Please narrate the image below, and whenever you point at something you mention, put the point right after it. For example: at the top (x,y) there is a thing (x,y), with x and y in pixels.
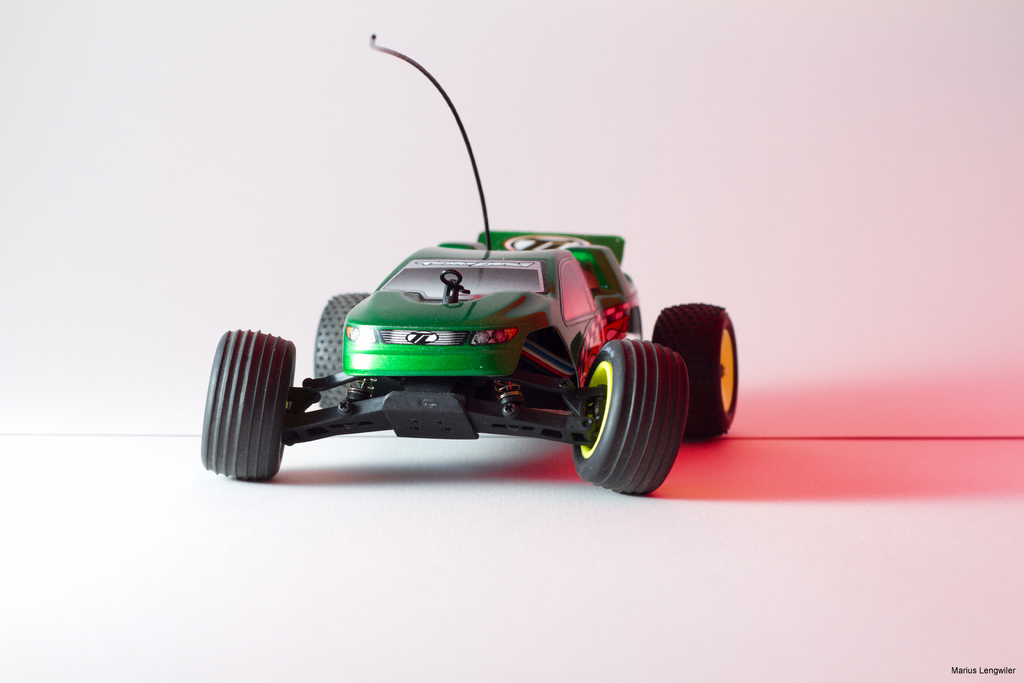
This is a toy car (451,333) which is green in color. It has four tyres (321,353). The toy car (568,393) is placed on the floor (506,503). From this car (509,321) there is a wire (470,142). Behind this toy car (534,321) there is a wall (702,160).
